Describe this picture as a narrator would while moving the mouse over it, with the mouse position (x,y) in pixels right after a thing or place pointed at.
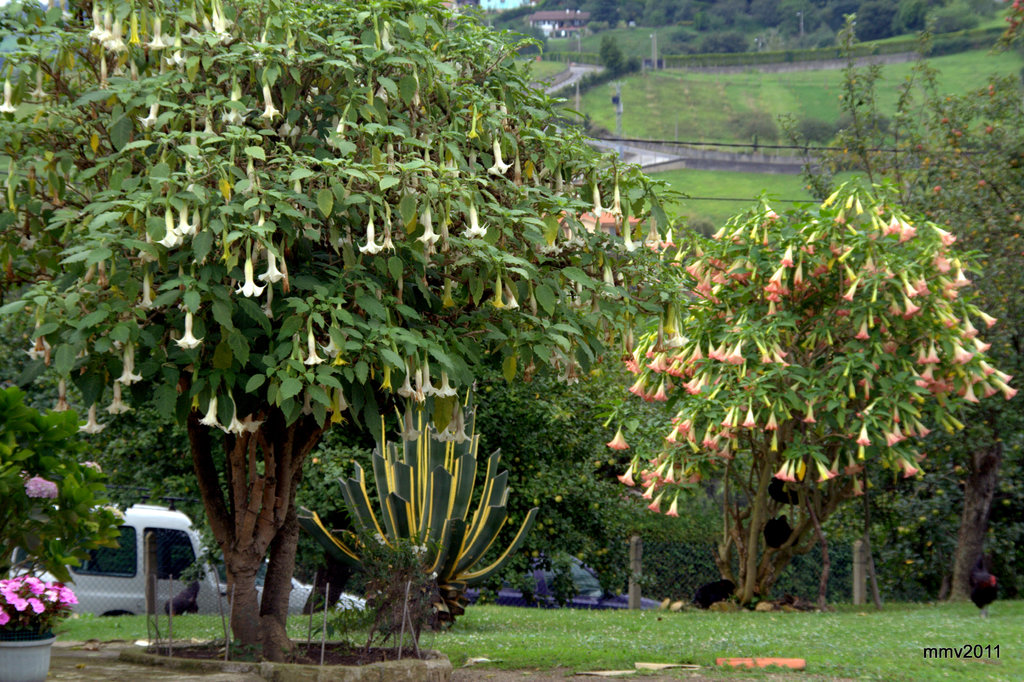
There is greenery (740,345) in the foreground area of the image (446,498), there is a net fencing (124,563), vehicle (262,567), house structure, trees (699,39), poles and grassland (762,79) in the background (576,107).
